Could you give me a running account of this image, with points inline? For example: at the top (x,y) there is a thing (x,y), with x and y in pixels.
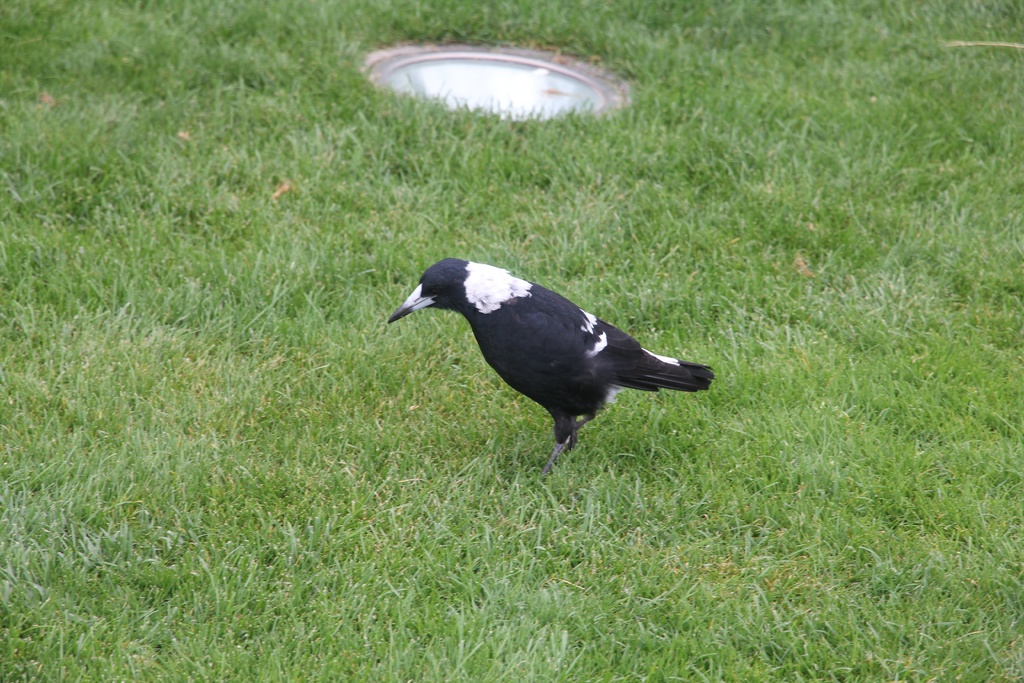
In this picture we can see grass (884,316) and some pole (486,64) or plate (442,74) and here it is a magpie (522,353) standing on this grass (260,488).
